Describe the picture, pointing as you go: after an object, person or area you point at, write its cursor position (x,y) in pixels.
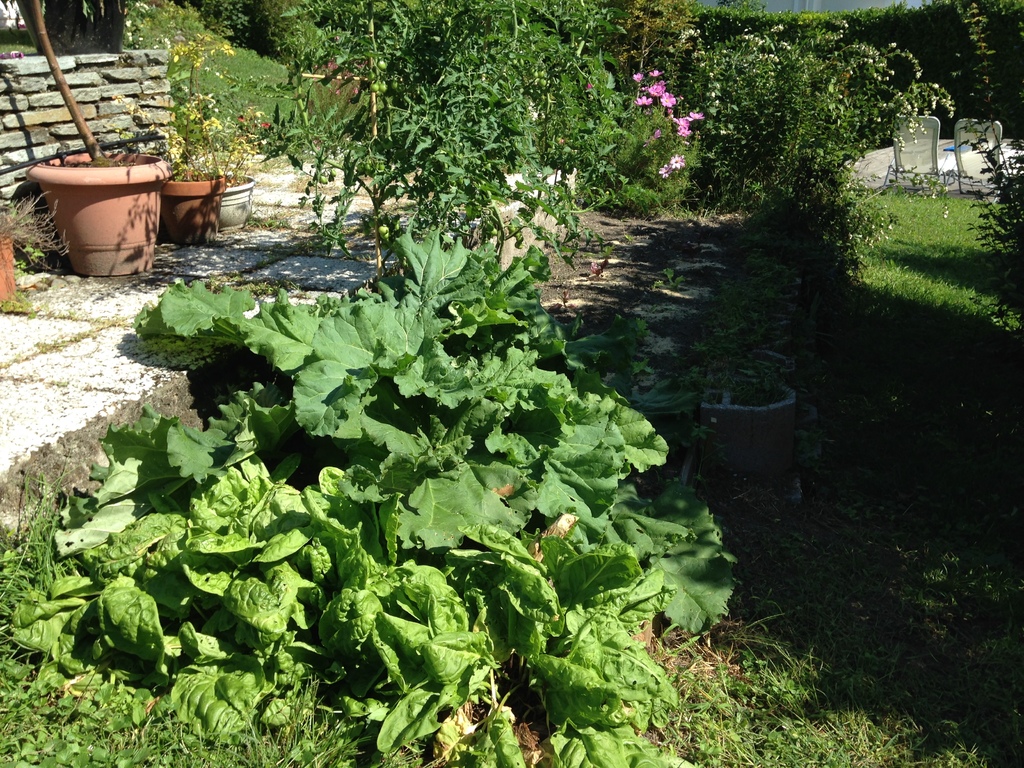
This image consists of trees (728,14) and plants (520,459). At the bottom (931,608), there is a grass (959,588). On the left (127,208), we can see the potted plants (112,193). And a wall (46,108) made up of rocks (83,81).
